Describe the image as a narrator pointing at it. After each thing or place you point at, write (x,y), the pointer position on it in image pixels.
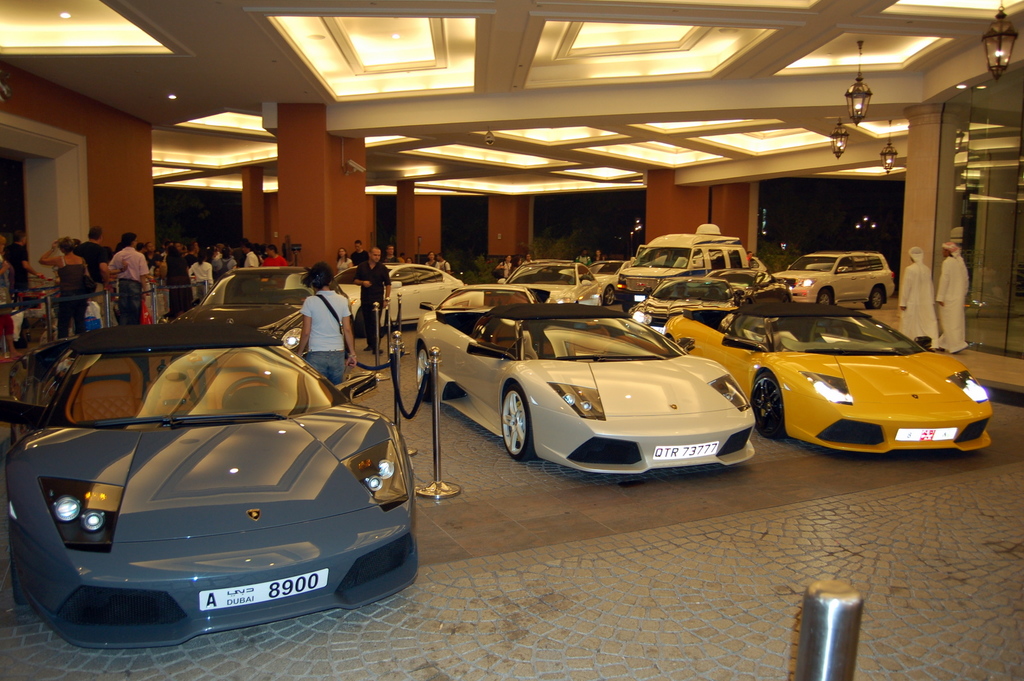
In the center of the image (516,376) we can see cars (469,372), barricade stand (436,379) and some persons (330,330) are there. At the top of the image (582,96) we can see roof (663,91), lights (838,147) are there. In the middle of the image (656,231) pillars (530,221), wall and glass (995,230) are there. At the bottom of the image (604,595) floor (514,544) is there.
